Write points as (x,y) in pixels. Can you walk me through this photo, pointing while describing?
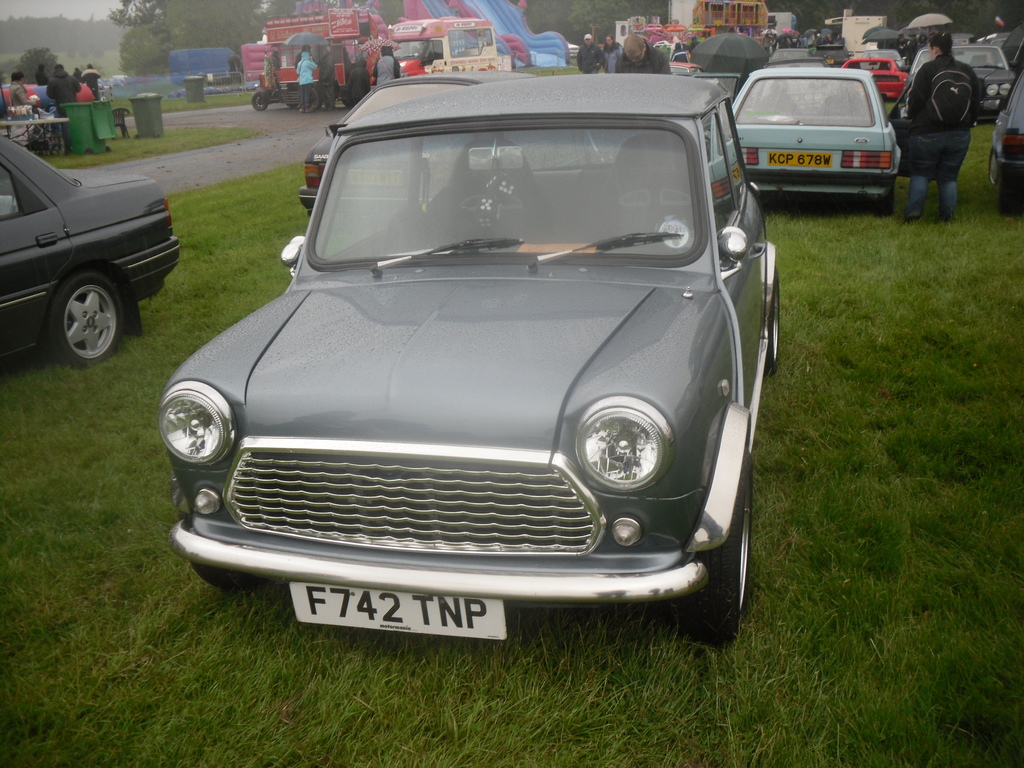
In this image we can see a few cars (813,163) parked on the ground (851,213), road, a few people (930,141) standing on the ground (908,186) and in the background (179,17) there are some trees (111,46) and a sky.
